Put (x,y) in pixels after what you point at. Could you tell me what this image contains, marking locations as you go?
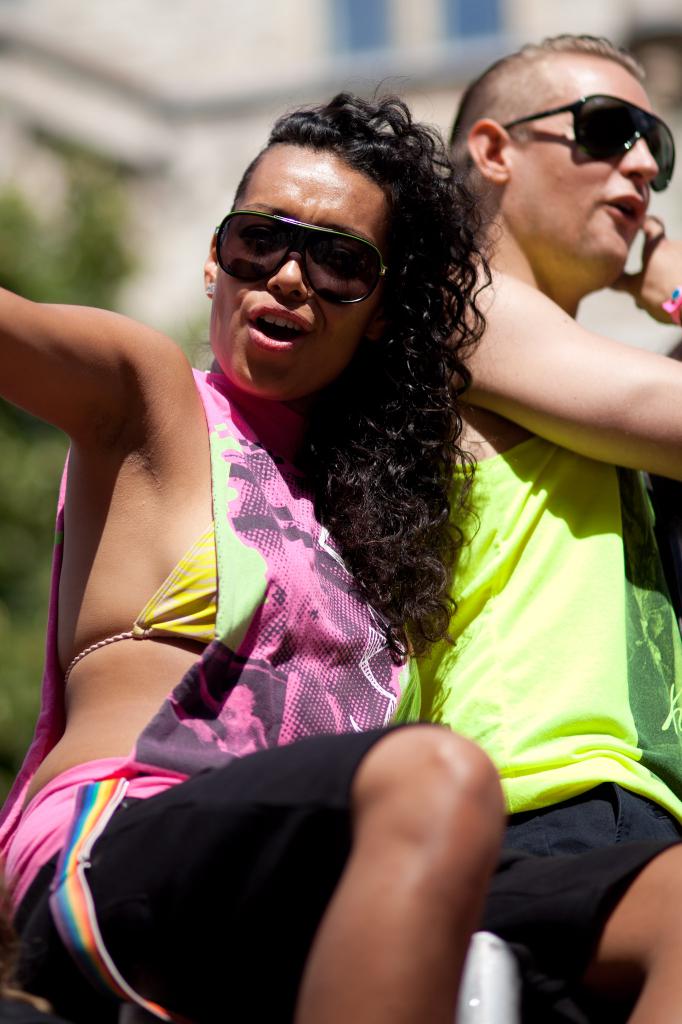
This image is taken outdoors. In the background (259,75) there is a building (228,68) and there is a tree (104,192). On the left side of the image (183,817) a woman (194,920) is sitting and she is with a long hair (354,553). On the right side of the image (547,591) a man (560,681) is sitting and he is talking with his hand (651,228) near his chin (616,246).
